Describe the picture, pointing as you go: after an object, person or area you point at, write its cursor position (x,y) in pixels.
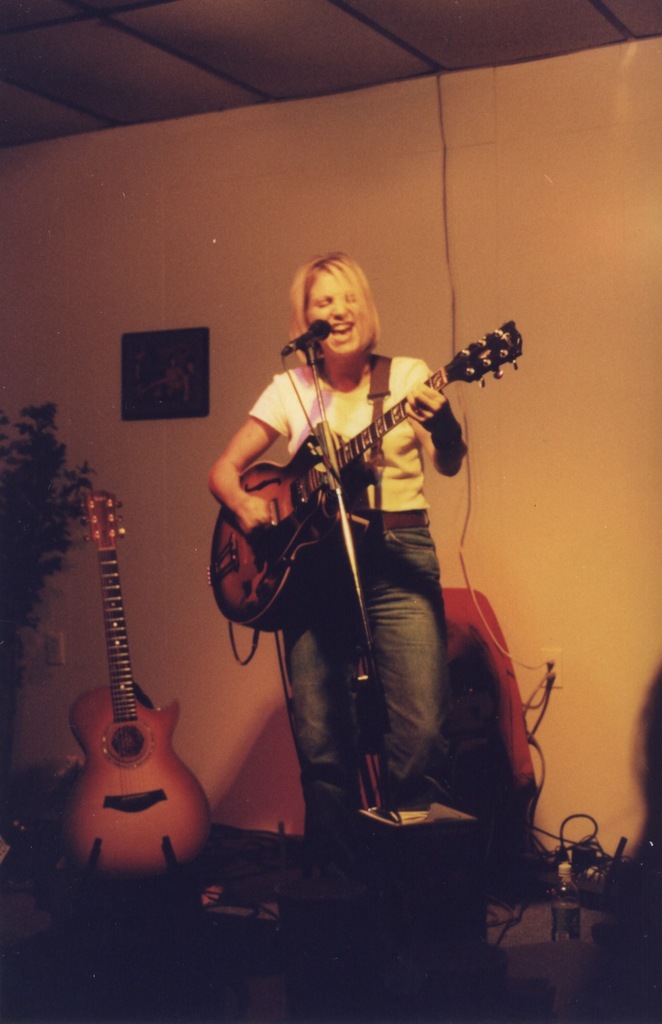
This is a woman (341,580) standing and playing guitar (316,483). She is singing a song in the mike (293,350). I can see another guitar (91,518) placed beside her. At background (169,371) I can see a photo frame (190,354) attached to the wall (213,340) and this looks like a house plant (32,569).
